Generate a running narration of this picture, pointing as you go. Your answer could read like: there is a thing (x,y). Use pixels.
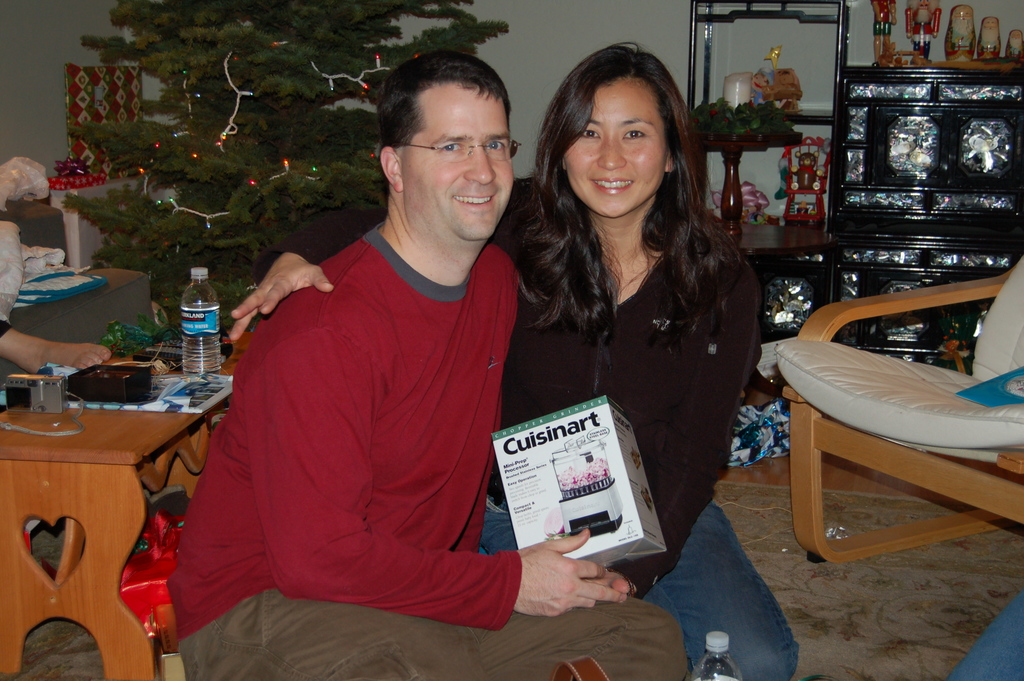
In the image there are two people (510,281) in the foreground (511,522) and they are holding some object (575,479) in their hands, behind them there is a christmas tree (241,58), table (97,456) and on the table (10,465) there are few objects (145,345) and on the right side (705,70) there is a storage rack (767,13) and there are some items (781,98) kept on the shelves (826,119) of the storage rack (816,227). Beside that there is a cabinet (855,136) and there are ceramic objects (950,40) kept on the cabinet (970,255) and on the right side (931,387) there is an empty chair (864,417), in the background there is a wall (541,42).
